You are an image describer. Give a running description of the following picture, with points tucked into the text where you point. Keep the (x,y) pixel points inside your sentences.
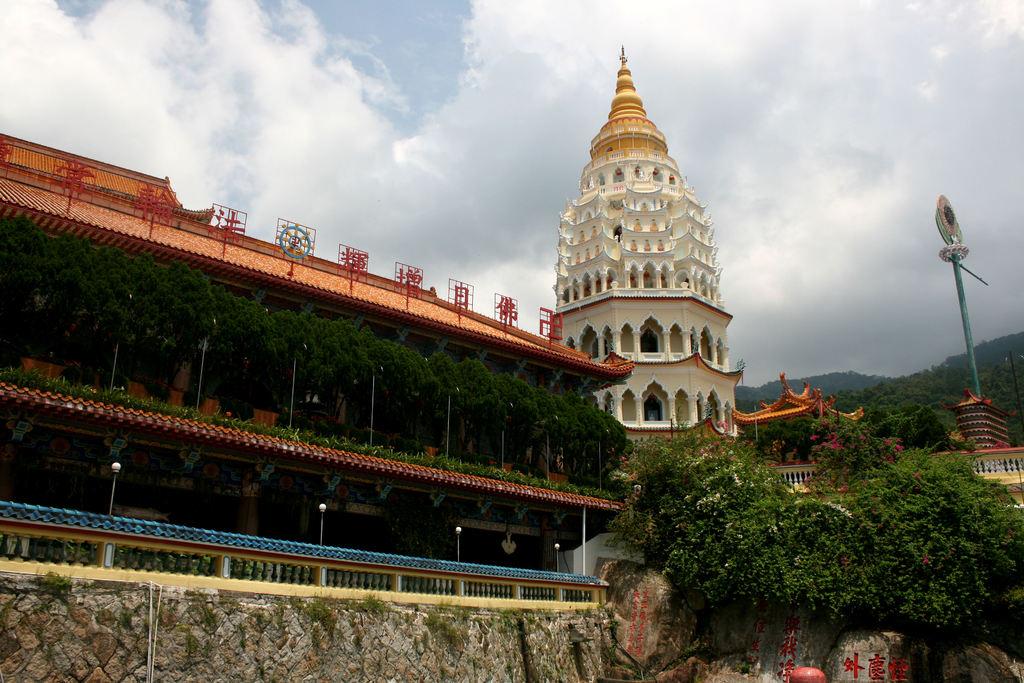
In this image, we can see a few buildings (595,341). We can see some sign boards (350,252) and poles (584,572). We can see some grass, plants (678,527) and trees (881,430). We can see the sky (798,334) with clouds (811,194).
